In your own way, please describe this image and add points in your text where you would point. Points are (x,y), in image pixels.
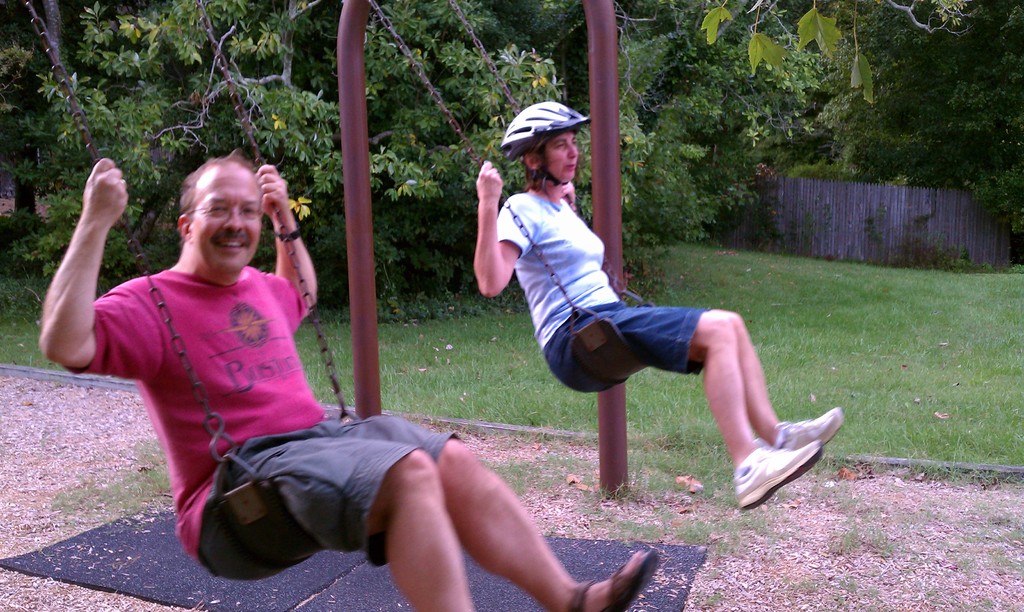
On the left side (283,337), there is a person (270,327) in a pink color t-shirt (251,323), smiling, holding chains (152,286) with two hands (270,197) and sitting. On the right side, there is a woman (577,371), wearing a helmet (521,124), holding chains (479,161) with two hands (494,184) and sitting. In the background (296,113), there are two mats (683,575) on the ground (822,586), there are trees (301,97), there is a fence (920,237) and there is grass (932,313) on the ground (1015,344).
